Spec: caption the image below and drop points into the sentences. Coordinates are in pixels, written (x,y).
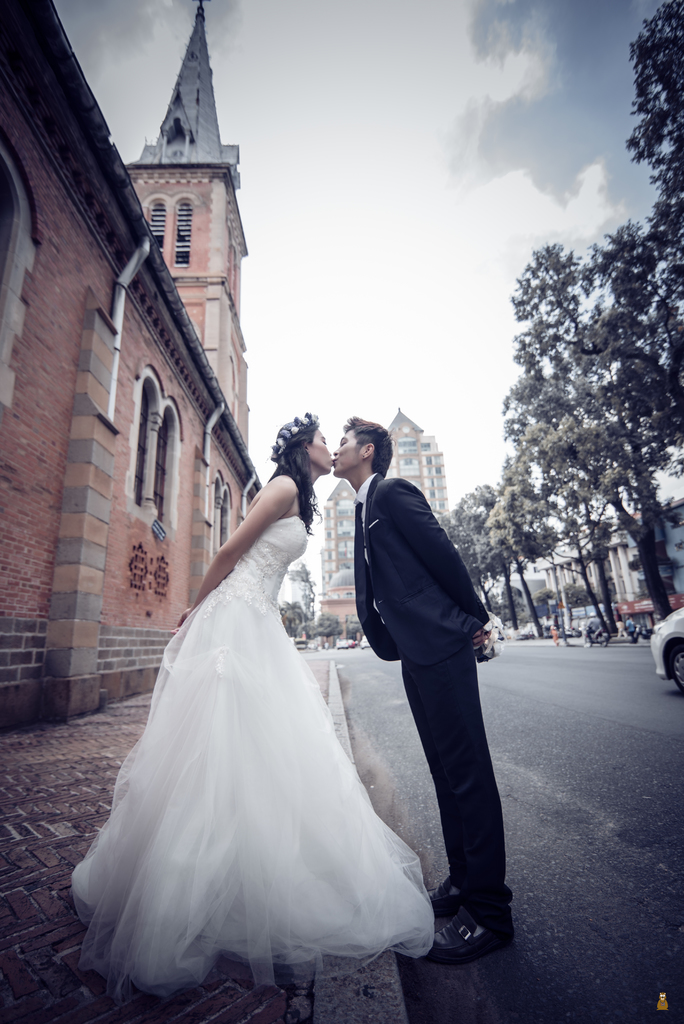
In this picture there are two people (470,909) standing and kissing each other and we can see wheel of a vehicle (675,639) on the road (673,727), buildings (29,574), trees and objects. In the background of the image (321,414) we can see the sky (334,415).
